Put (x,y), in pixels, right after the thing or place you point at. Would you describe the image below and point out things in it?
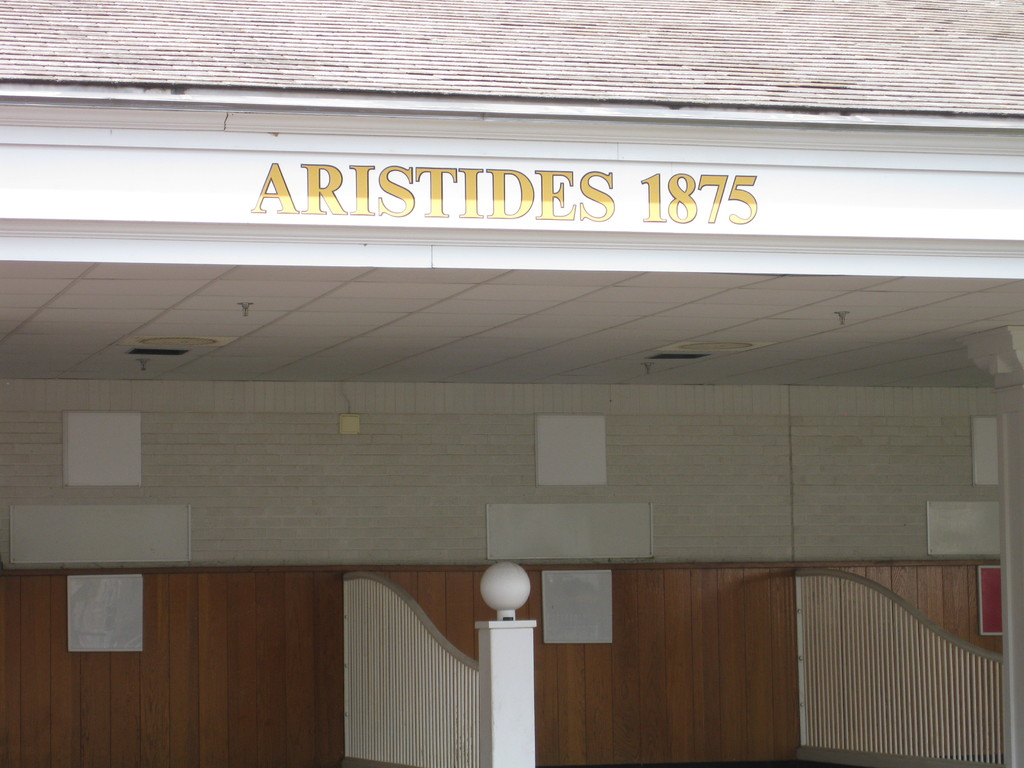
In this image I can see a building (437,563). There are boards (140,607) attached to the wall (833,462), there is a pillar (511,632) and a light (509,608). And at the top of the building (607,172) there are alphabets (614,210) and numbers (688,203).
